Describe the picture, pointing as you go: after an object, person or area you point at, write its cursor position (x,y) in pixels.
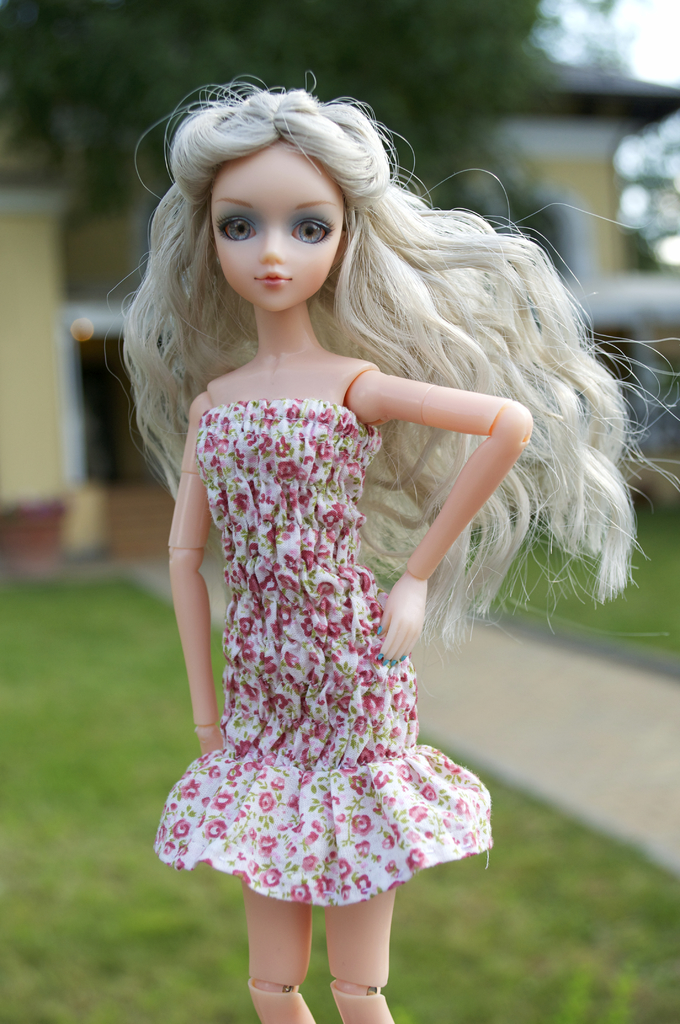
In this image we can see a doll (280,609). On the backside (116,640) we can see some grass (124,694), a building (5,441), a tree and the sky (626,209).
